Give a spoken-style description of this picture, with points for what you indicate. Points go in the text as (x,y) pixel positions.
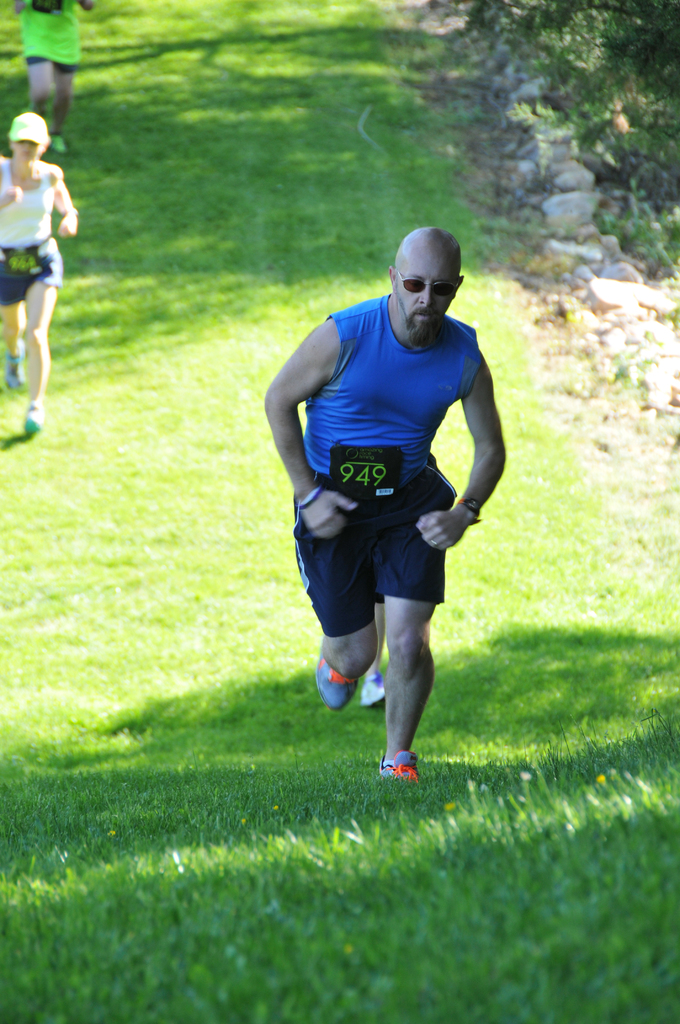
In this picture there are people (309,556) running on the grass (309,668) and we can see rocks (581,228) and stones (579,272).
